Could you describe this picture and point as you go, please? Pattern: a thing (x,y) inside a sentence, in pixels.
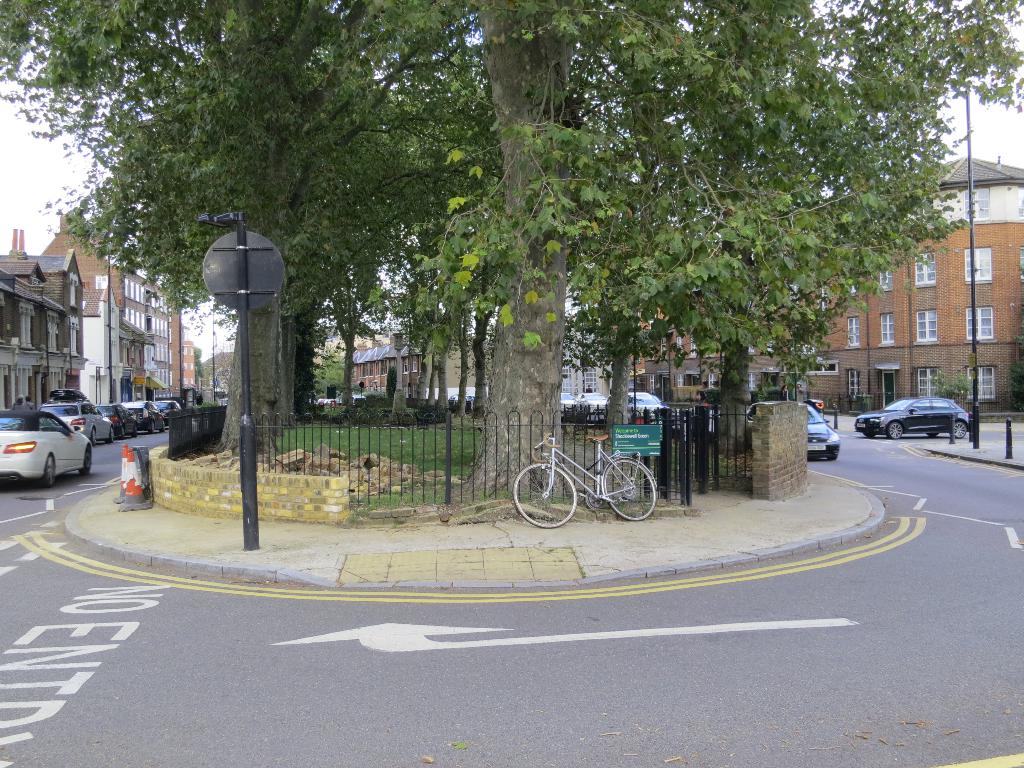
In this image there are vehicles (72,467), bicycle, plants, iron grills (699,434), poles (246,485), buildings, trees (262,203), grass (448,423), cone bar barricades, and in the background (12,131) there is sky (46,180).
